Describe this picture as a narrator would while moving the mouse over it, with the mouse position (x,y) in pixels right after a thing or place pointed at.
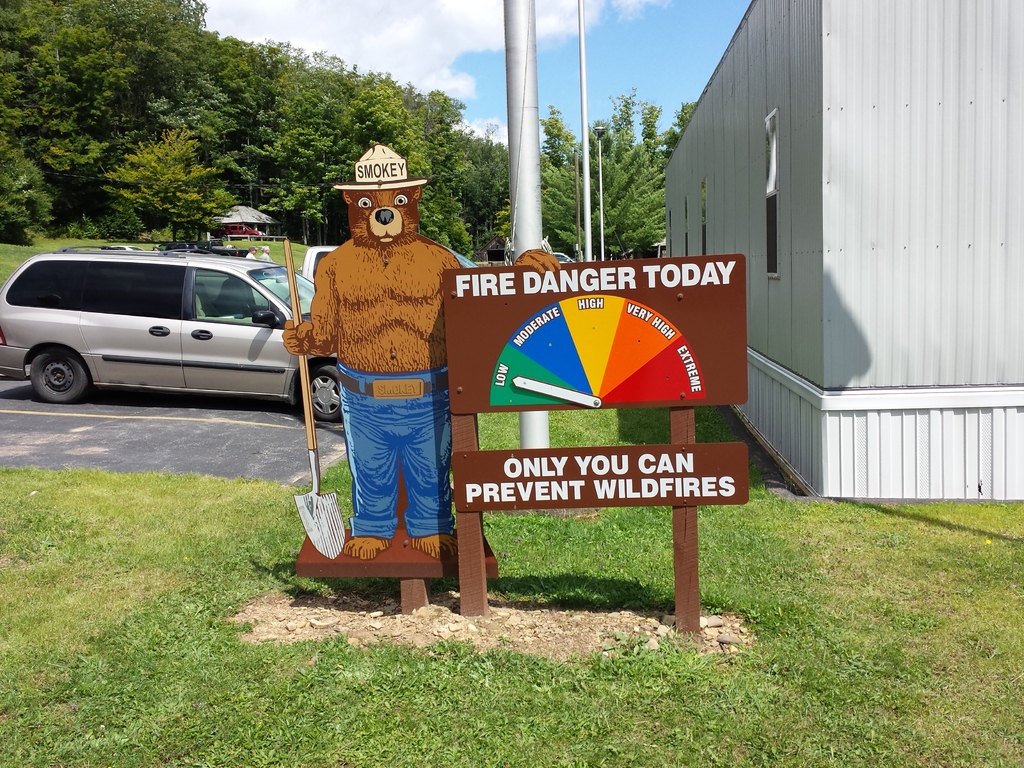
In this image there is a bear (406,287) and a board (673,268) on that board (514,295) there is some text (503,471), in the background (180,427) there are cars (215,389) on the road (229,412) there are trees (440,198), shed (784,195), poles (523,194) and cloudy sky (636,39).
